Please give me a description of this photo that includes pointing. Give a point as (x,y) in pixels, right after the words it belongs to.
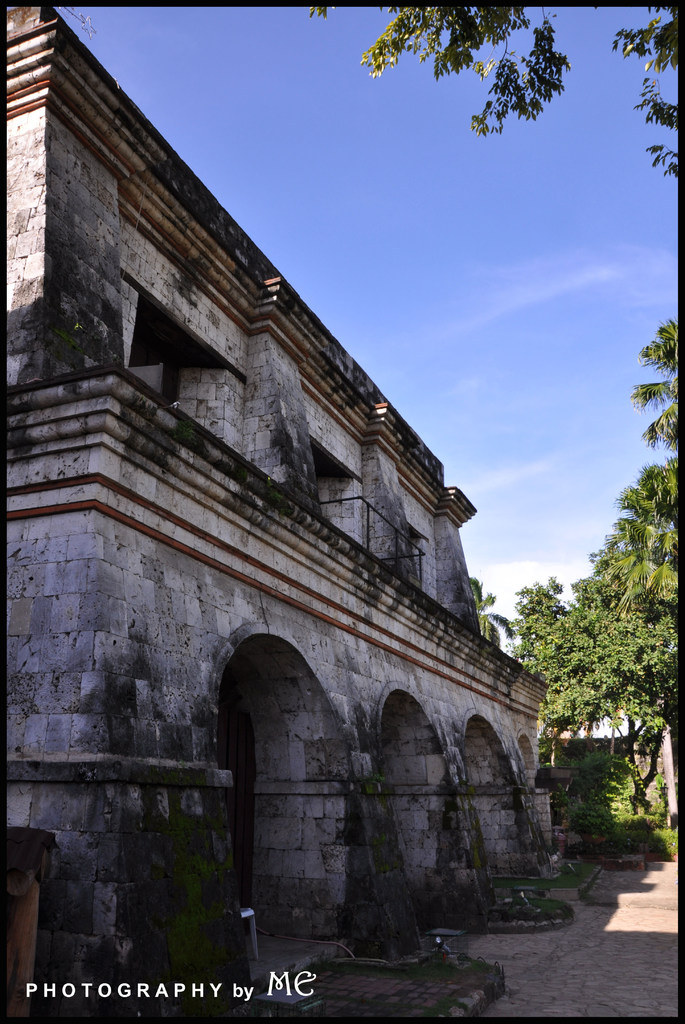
In this image I can see a building (277,611) and some trees (641,805).
